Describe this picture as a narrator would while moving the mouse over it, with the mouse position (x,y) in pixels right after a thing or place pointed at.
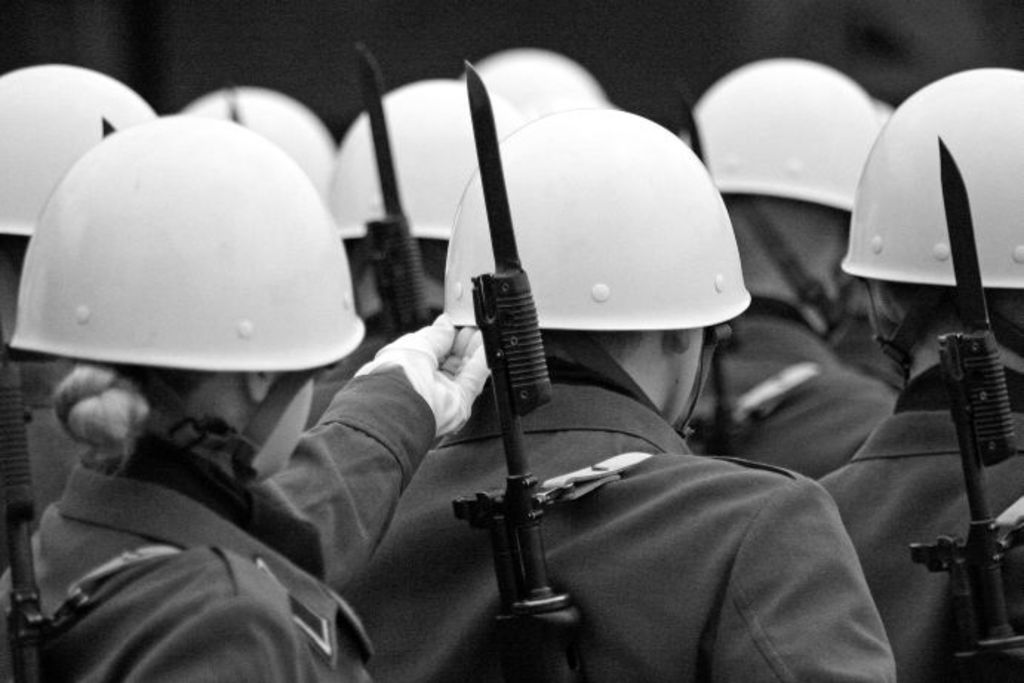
This is a black and white image. In this image I can see few people (275,576) wearing uniforms (682,602), hats (281,358) on their heads (225,227), holding weapons (523,598) and facing towards the back side (512,377).
